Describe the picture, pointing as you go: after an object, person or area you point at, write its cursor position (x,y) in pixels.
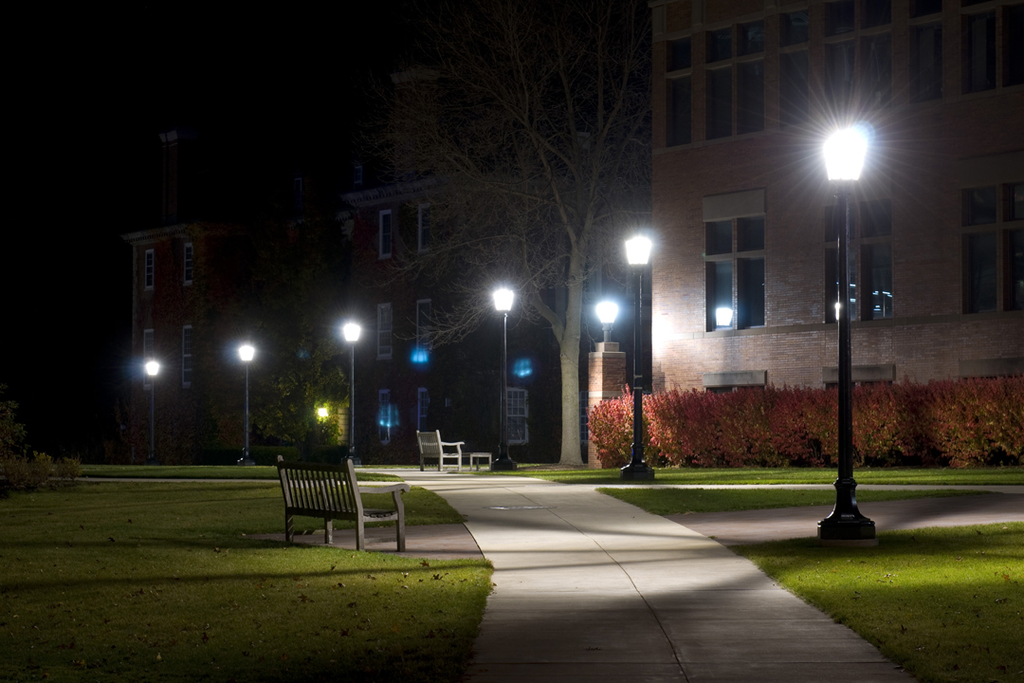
In this image we can see street lights (848,311), benches (343,511), plants (866,431), grass (1006,607), trees (572,389), buildings (401,268) and sky (85,172).
